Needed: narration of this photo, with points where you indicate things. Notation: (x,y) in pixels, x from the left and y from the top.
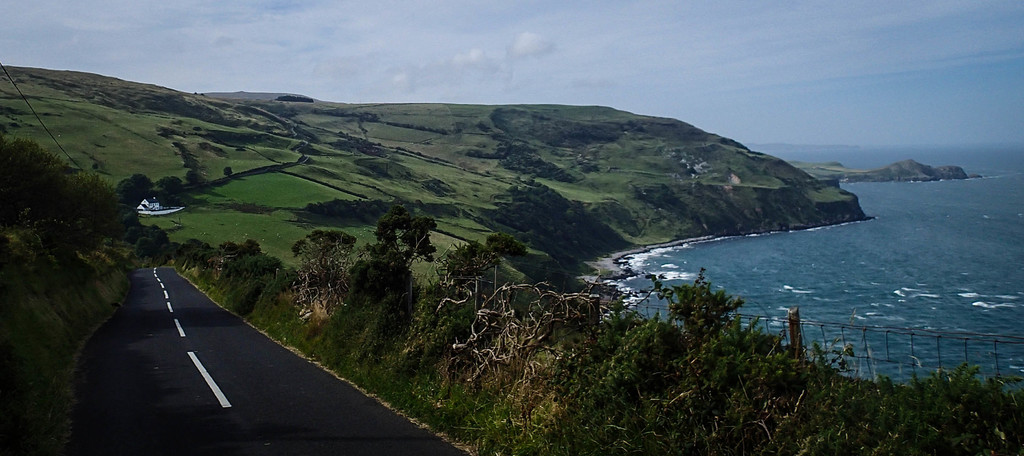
In this image we can see hills (290,149), building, road (206,381), trees (719,448), sea (934,252) and sky (535,86) with clouds (145,42).
